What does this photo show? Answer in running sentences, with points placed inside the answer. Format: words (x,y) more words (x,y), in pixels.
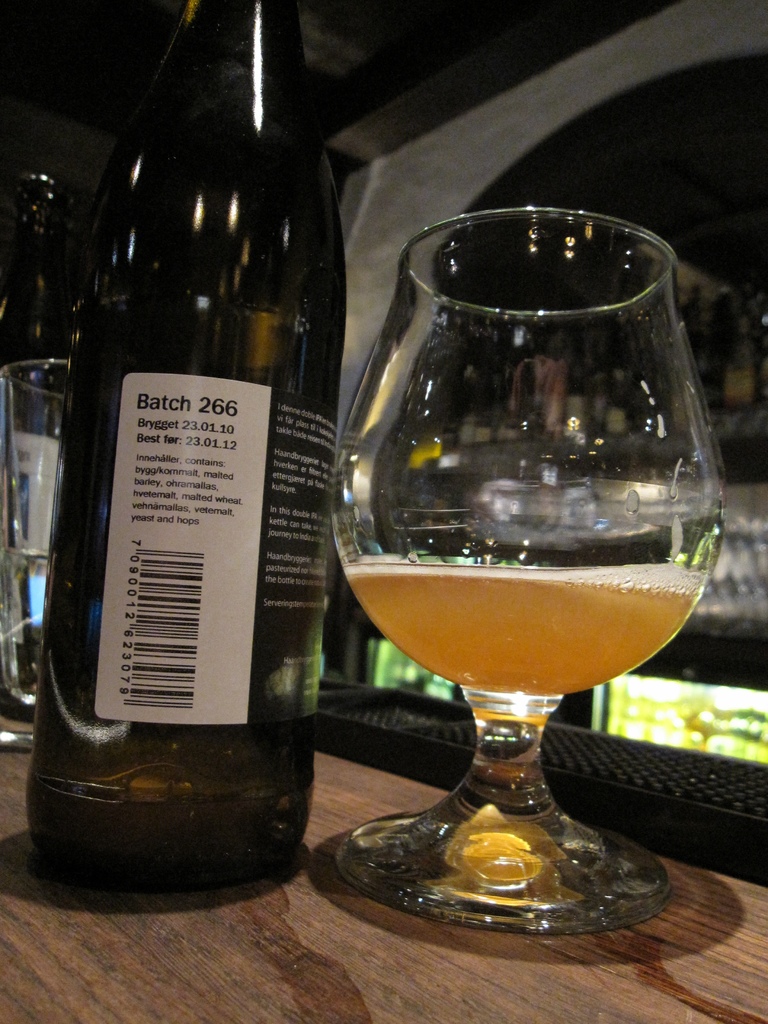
On this wooden surface (158,895) we can see bottles (85,438) and glasses (51,450). In this glass (544,510) there is a liquid (559,612).
